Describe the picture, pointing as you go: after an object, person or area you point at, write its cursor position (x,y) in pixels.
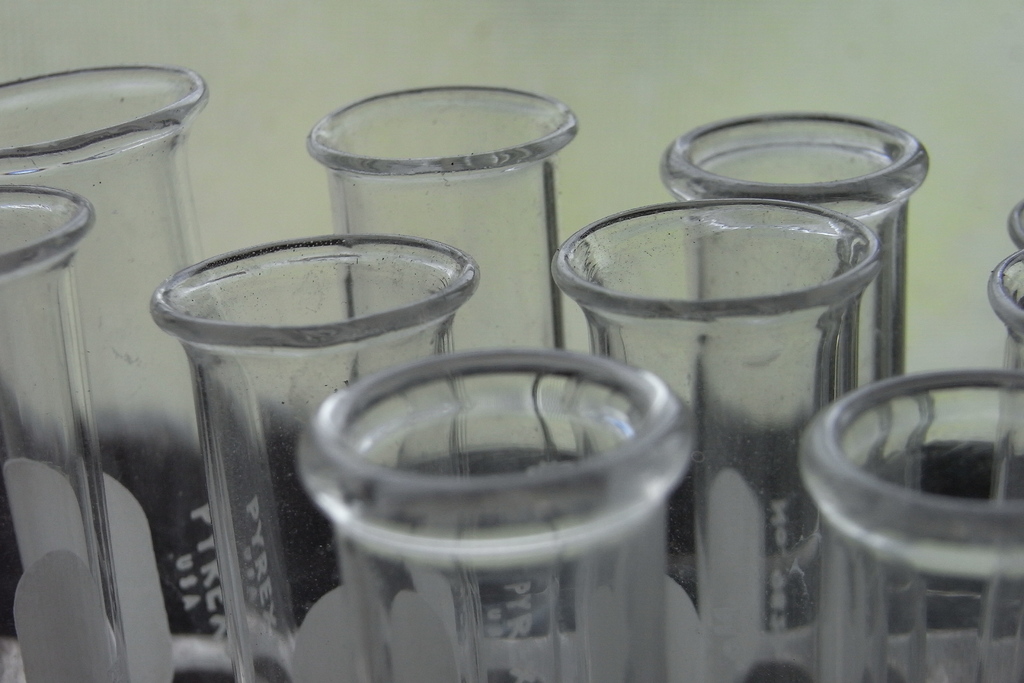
In this image I can see few glasses (379,285). In the background (788,68) there is a wall (436,39).
